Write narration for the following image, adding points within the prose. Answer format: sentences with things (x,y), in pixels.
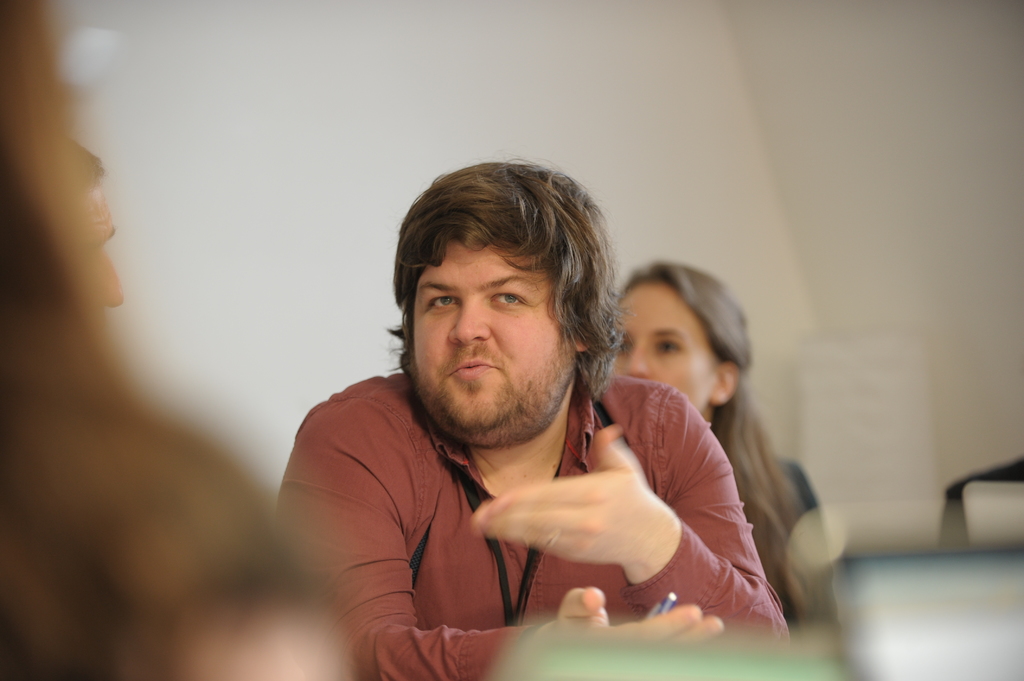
This is a blurred picture. I can see two persons (661,444) sitting. In the background (260,322), there is the wall (583,105).
